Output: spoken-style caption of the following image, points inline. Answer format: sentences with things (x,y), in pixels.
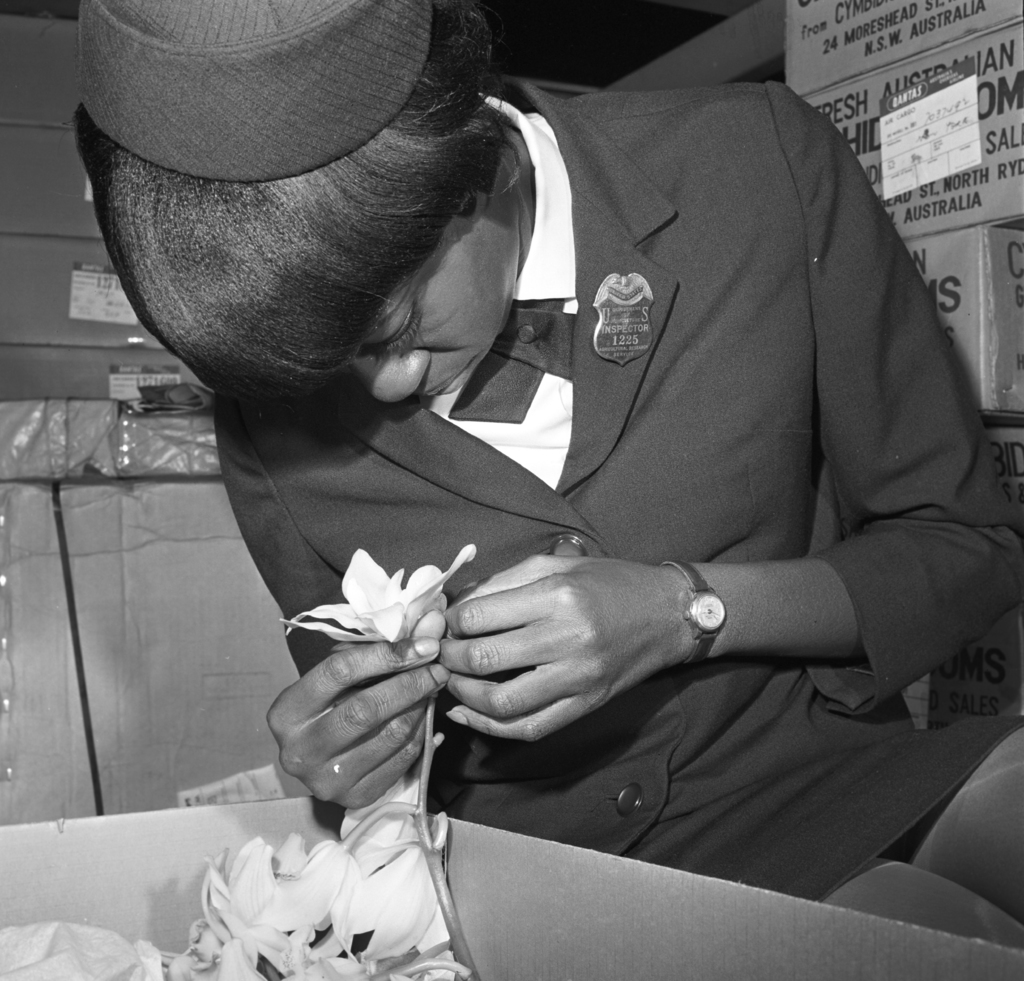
In this image there is a person (473,666) sitting and holding a flower (388,618), there are flowers (443,894) in a cardboard box (17,847), and in the background (280,645) there are cardboard boxes (57,128).
